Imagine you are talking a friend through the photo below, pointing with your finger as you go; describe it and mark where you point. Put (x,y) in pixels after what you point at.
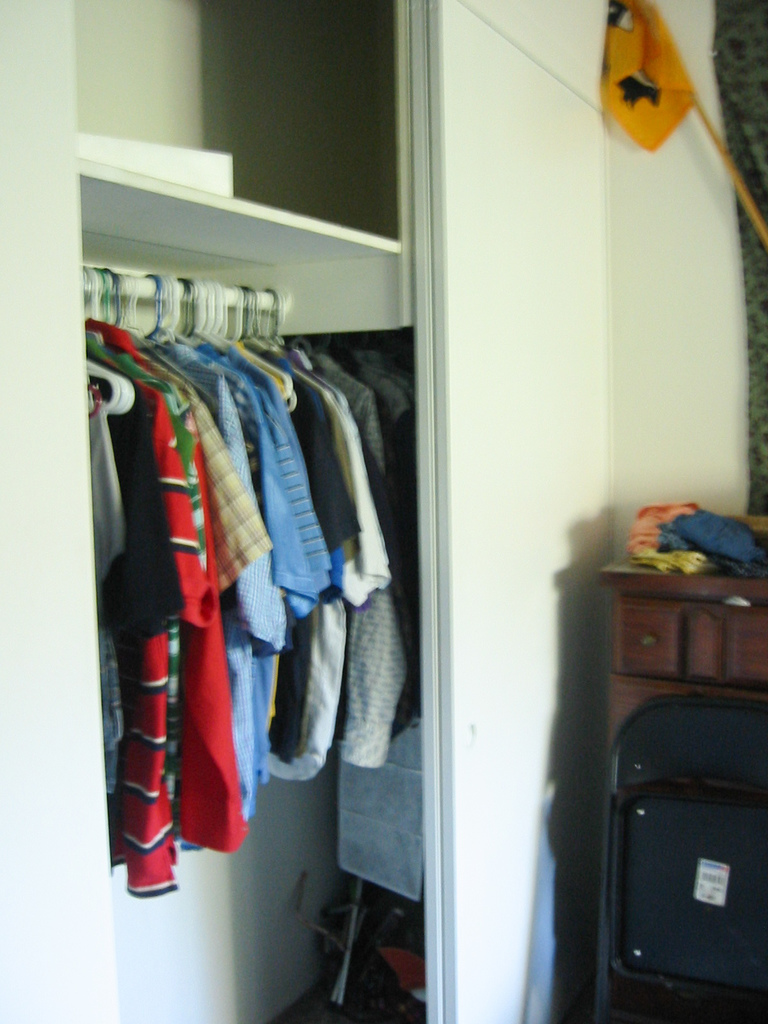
In this image there is a cupboard (500,773), in that cupboard (161,972) there are dresses (217,410), on the right side (717,641) there is a table (712,654), on that table (714,616) there are clothes (685,563) and there is a chair (712,903).
